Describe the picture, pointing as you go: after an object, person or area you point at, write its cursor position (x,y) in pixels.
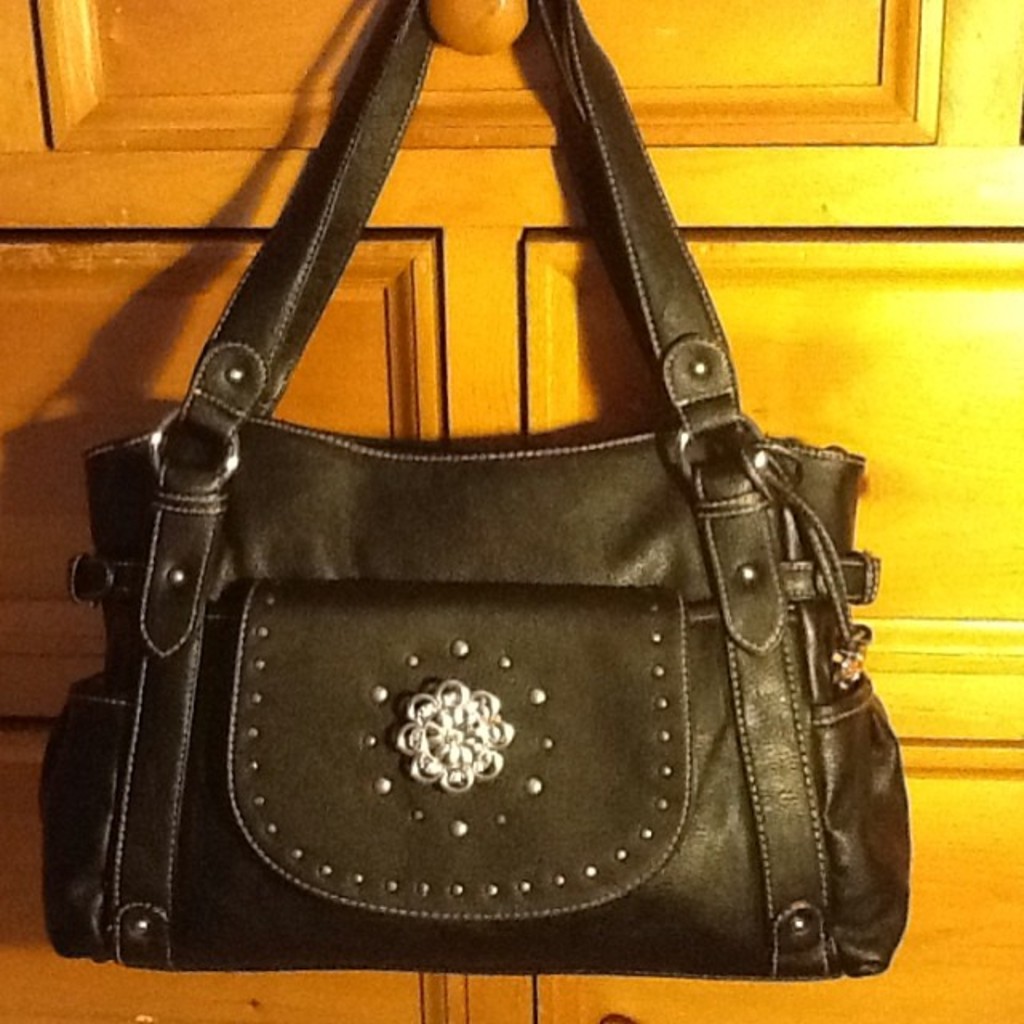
In this image there is a black color leather handbag (561,58) hanged to the door (489,364).
